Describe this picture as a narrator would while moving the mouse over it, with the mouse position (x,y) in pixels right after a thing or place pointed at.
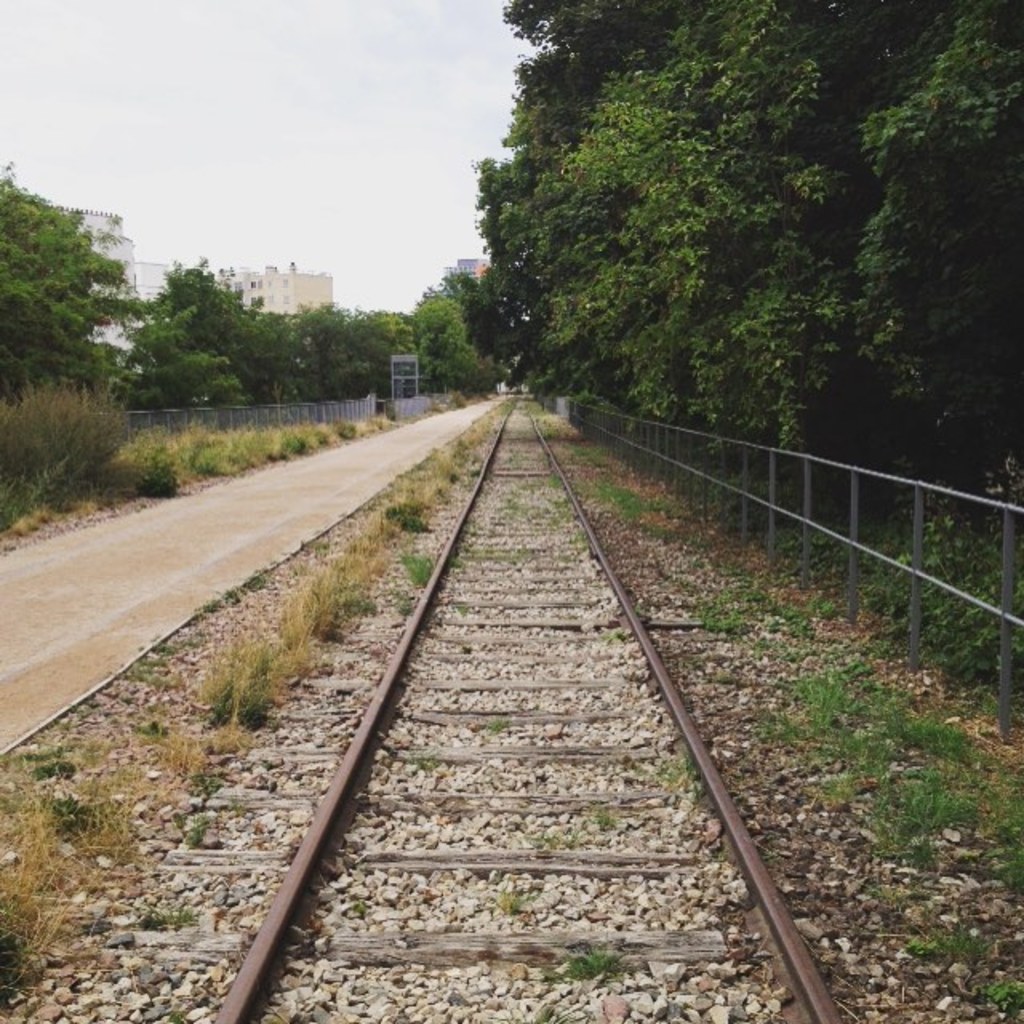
In the center of the image (387,409) we can see the sky (399,69), clouds (399,69), buildings (134,276), trees (81,305), grass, fences (728,439), plants (983,546), stones (646,610), road (126,528) and a railway track (381,724).
